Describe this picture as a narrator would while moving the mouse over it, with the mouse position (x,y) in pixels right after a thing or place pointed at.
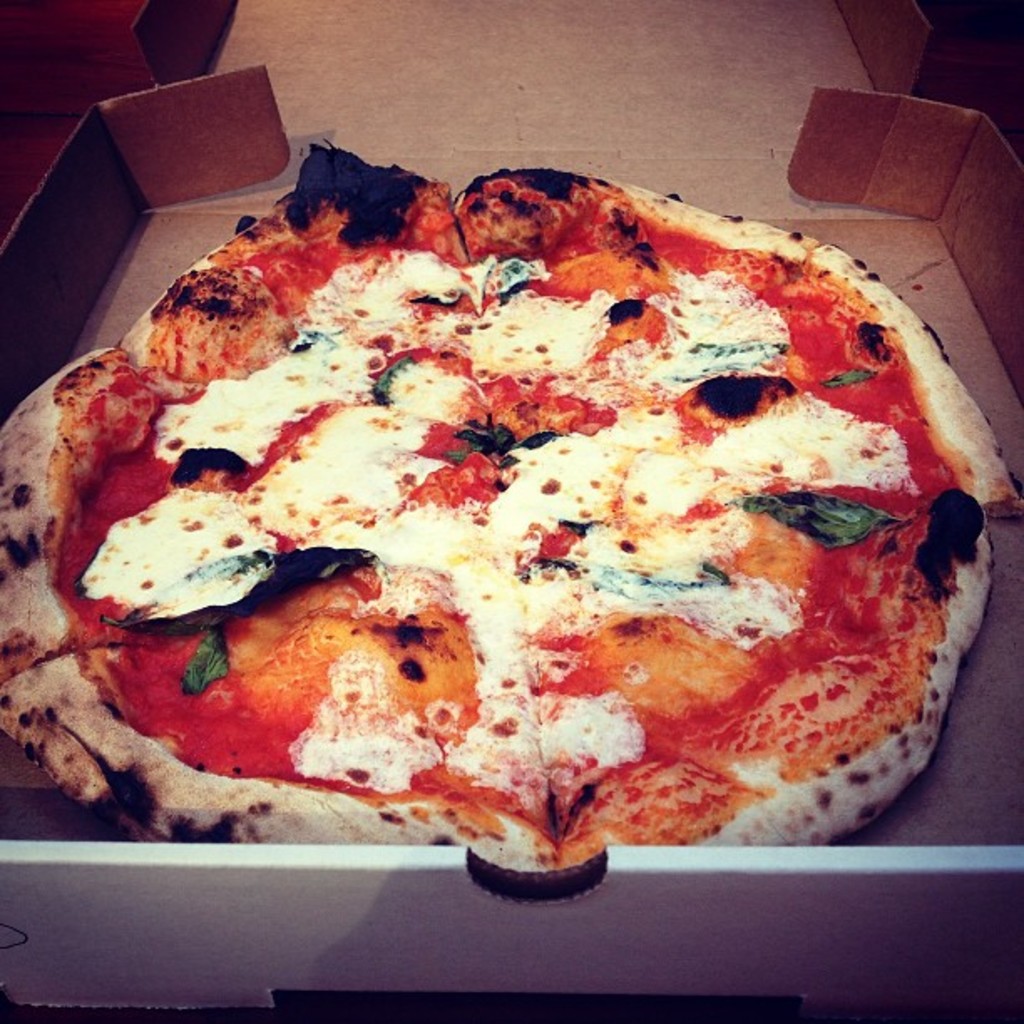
In this image I can see a pizza (490,511) in a box (997,293).
